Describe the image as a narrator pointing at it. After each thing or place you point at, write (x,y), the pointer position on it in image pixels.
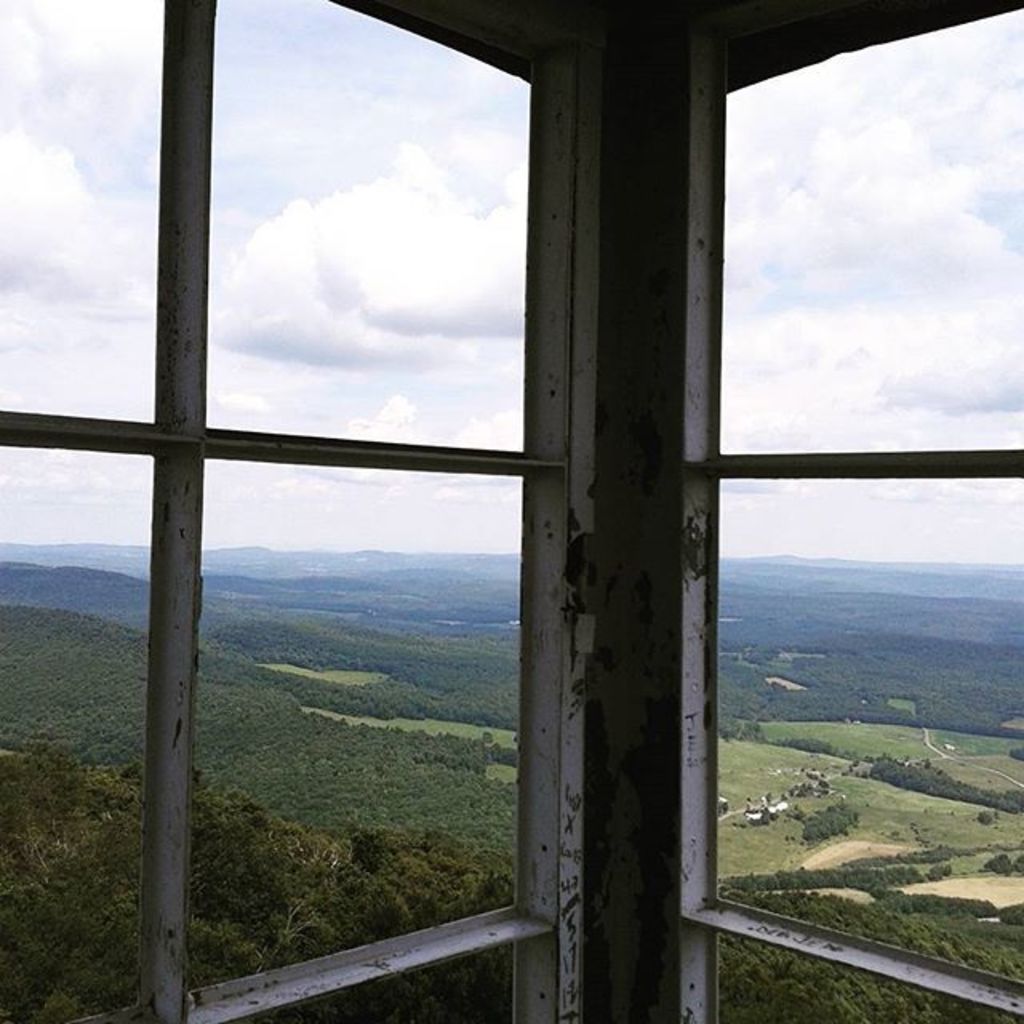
In this image we can see windows (250,473) with iron rods (534,882). Through that we can see trees (315,649) and hills (403,608). Also there is sky (359,266) with clouds (348,292).
